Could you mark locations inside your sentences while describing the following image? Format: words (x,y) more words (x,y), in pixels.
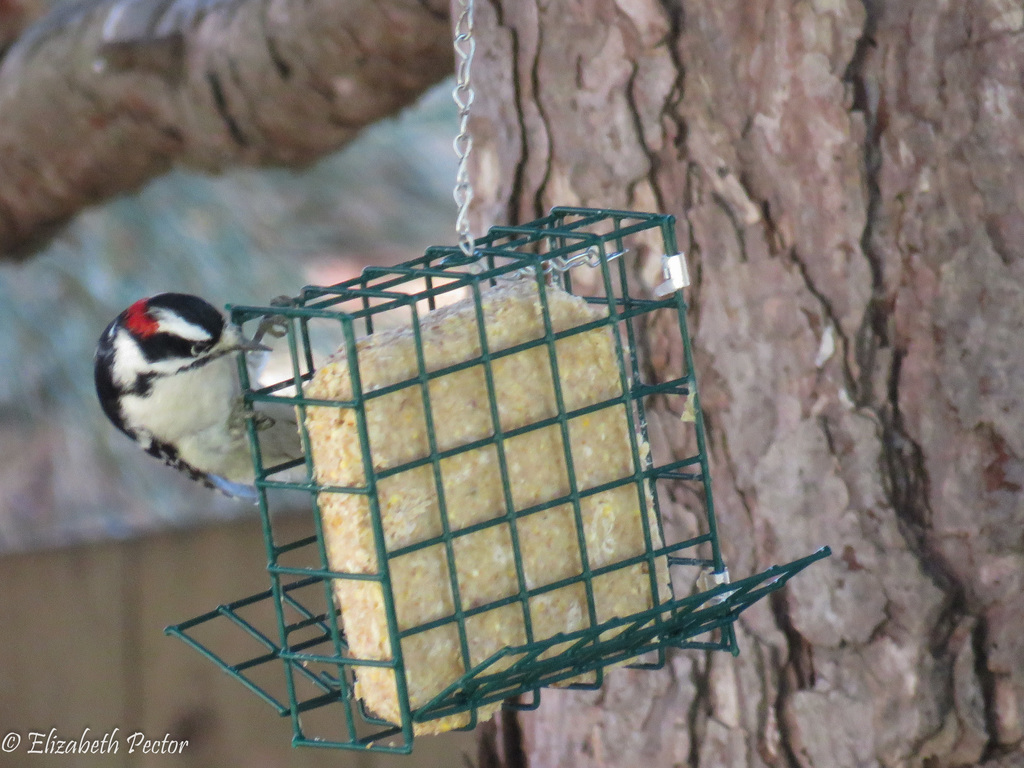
This is the picture of a bird (181,322) which is on the cage (544,343) which is hanging in front of the tree trunk (783,58).
